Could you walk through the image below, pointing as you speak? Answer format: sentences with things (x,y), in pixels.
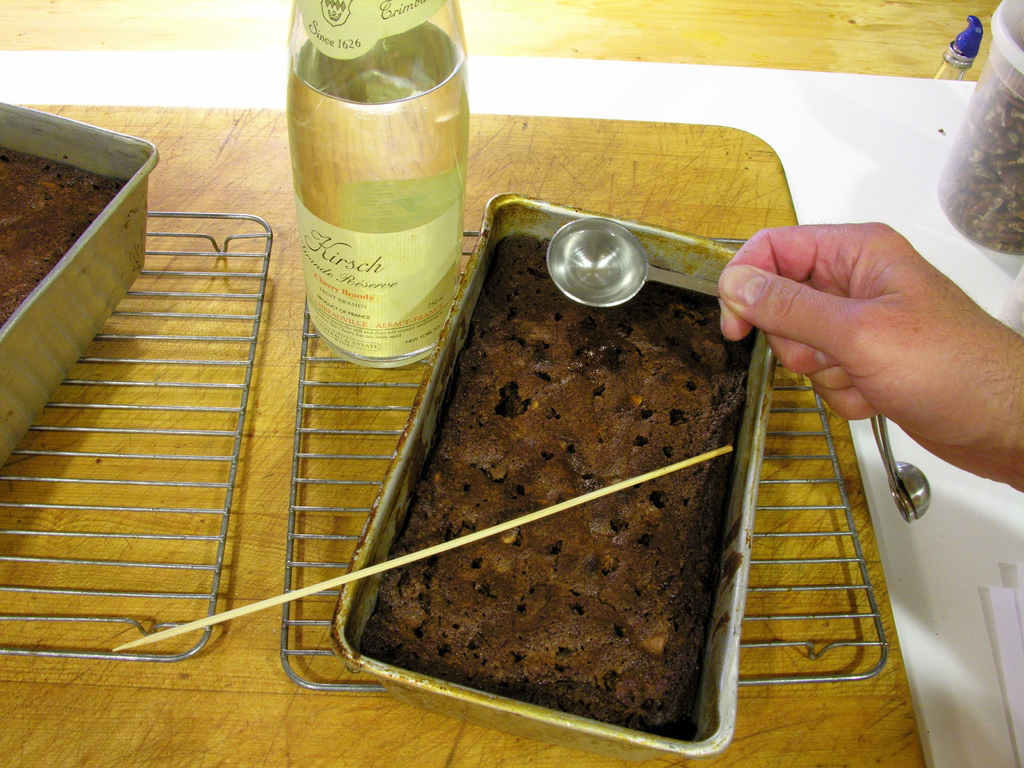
In this picture I can see there is some food (571,351) kept in a container (669,297) and there is a man (735,310) holding a spoon (571,275). There is a jar (963,218) here.
